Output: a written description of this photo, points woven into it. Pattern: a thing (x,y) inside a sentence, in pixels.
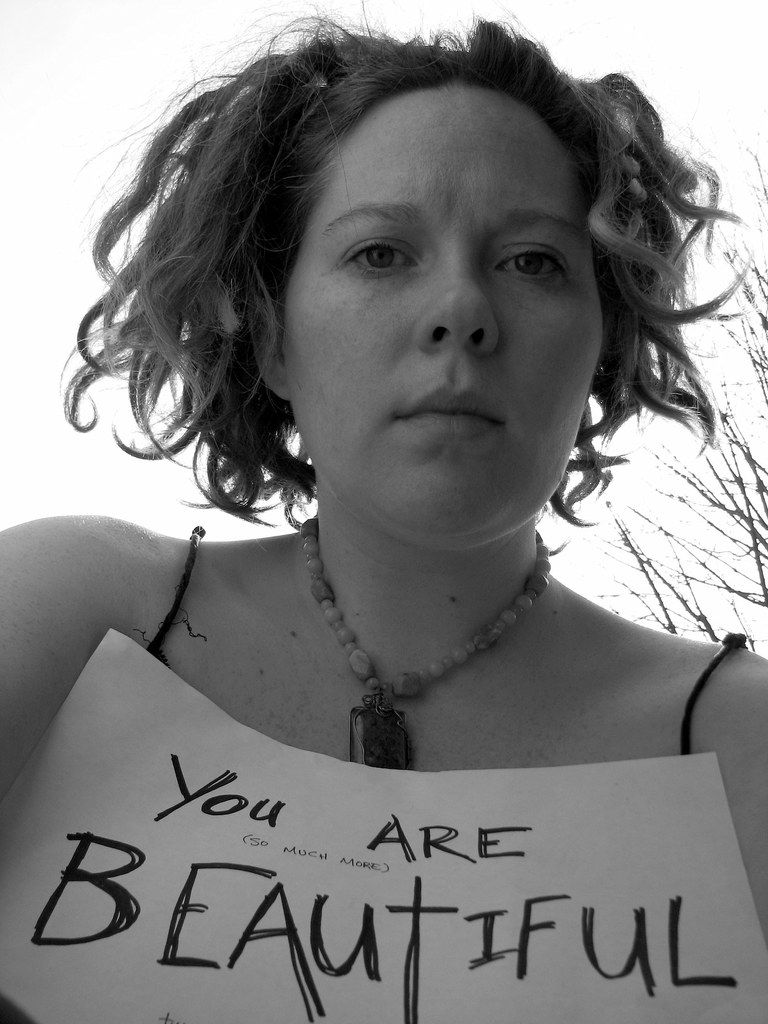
This is a black and white image. A woman (565,277) is present holding a note (319,818) on which ''you are beautiful'' is written.
